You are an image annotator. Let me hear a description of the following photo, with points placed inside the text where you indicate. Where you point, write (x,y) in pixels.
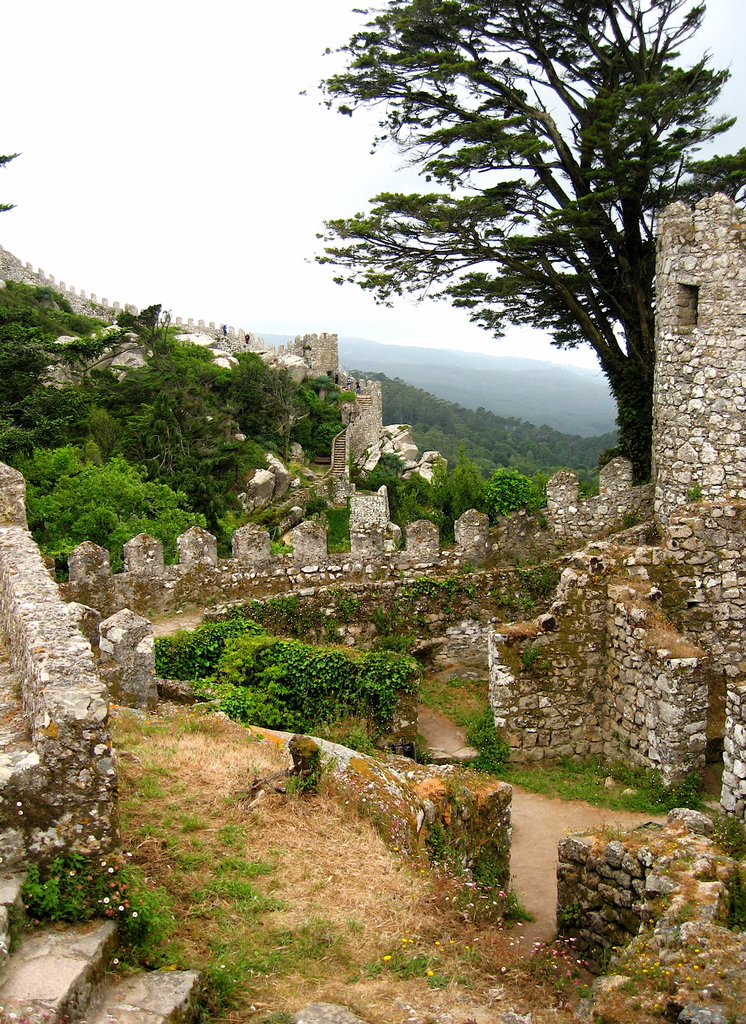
In this image there is a wall (74,599) on the mountain (188,487) as we can see in middle of this image (261,551) and there are some trees (383,472) in the background (553,201) and there is a sky (200,93) at top of this image (243,120).
